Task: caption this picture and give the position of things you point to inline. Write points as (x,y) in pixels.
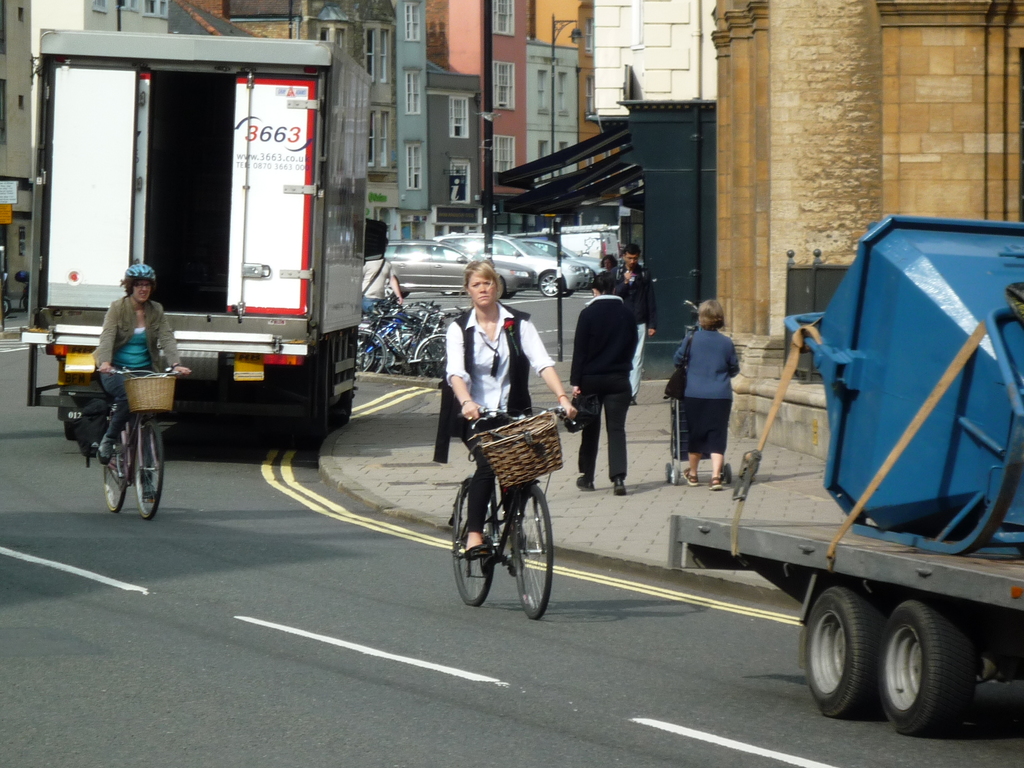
The two persons (552,377) are riding a bicycle (467,562) on a road (352,652). In the left side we have a woman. She is wearing a helmet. In the right side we have a four persons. They are walking like slowly. In the background (279,343) we can see there is a building (541,114), vehicles (410,244).
